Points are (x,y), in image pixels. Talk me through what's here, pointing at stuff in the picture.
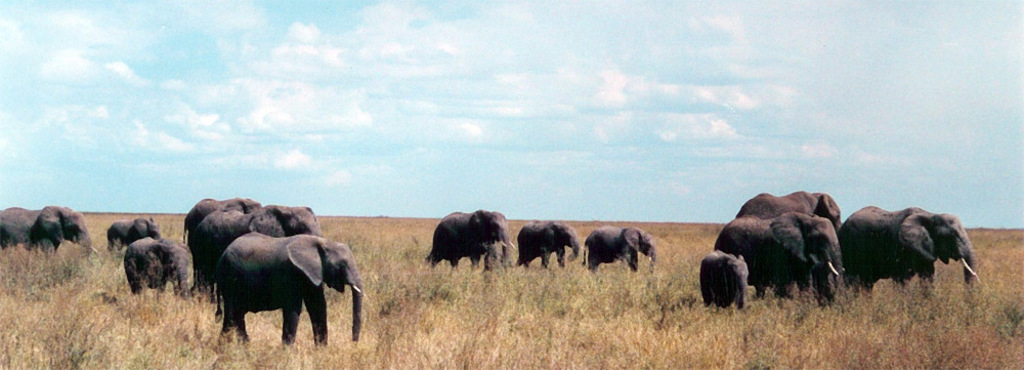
In this picture I can see herd of elephants (271,288), there is grass (480,283), and in the background (571,143) there is the sky (837,98).
